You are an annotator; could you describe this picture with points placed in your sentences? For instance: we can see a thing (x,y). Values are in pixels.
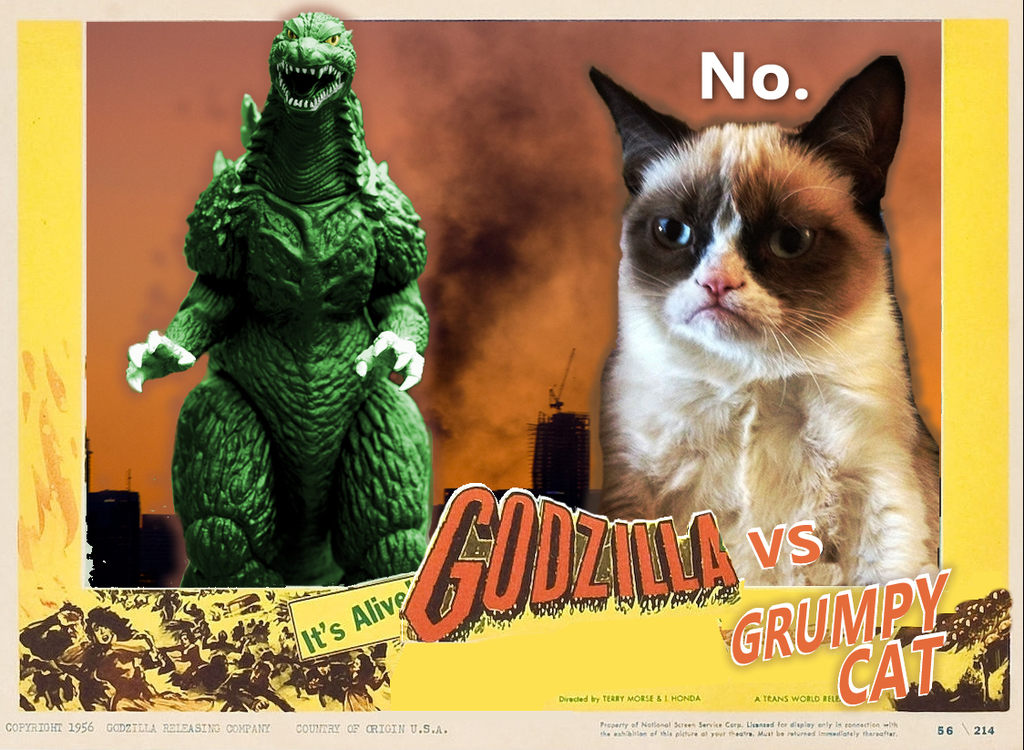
It is a poster. In this image, we can see a cat (770,424), Godzilla (333,360) and text (739,78). At the bottom (385,652), we can see some figures (350,693).
